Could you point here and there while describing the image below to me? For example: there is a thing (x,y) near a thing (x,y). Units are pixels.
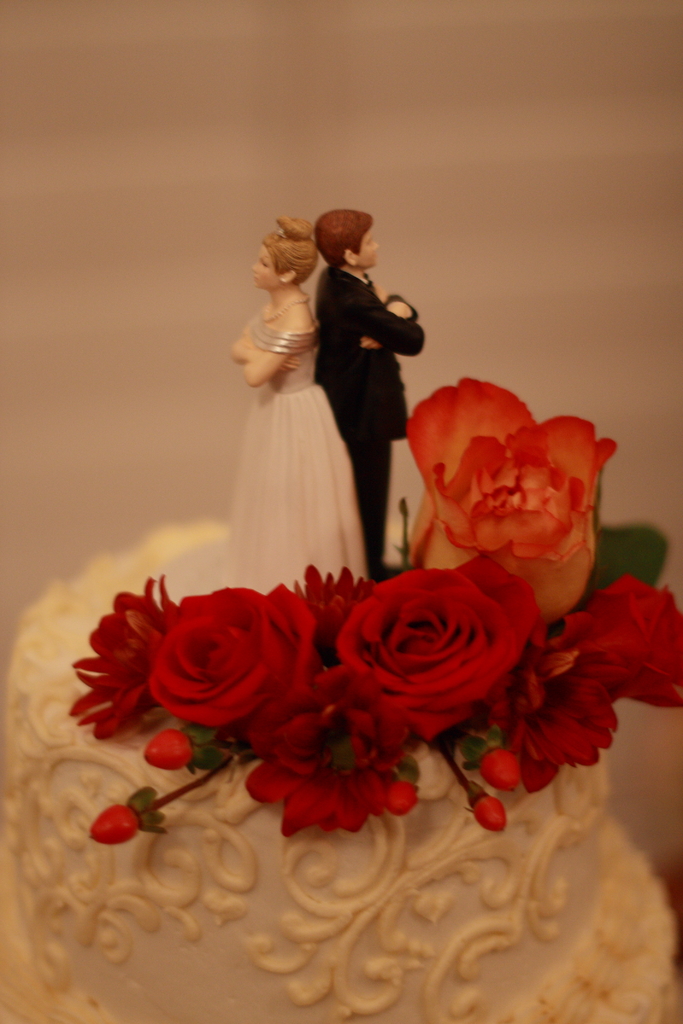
In this image the background (139,410) is cream in color. At the bottom of the image (207,833) there is a cake (230,913) with cream (296,933) on it and there are a few red roses (280,679) and a few buds (187,752) on it. There are two toys (281,378) of a man (327,330) and a woman (271,414) on the cake (115,753).
